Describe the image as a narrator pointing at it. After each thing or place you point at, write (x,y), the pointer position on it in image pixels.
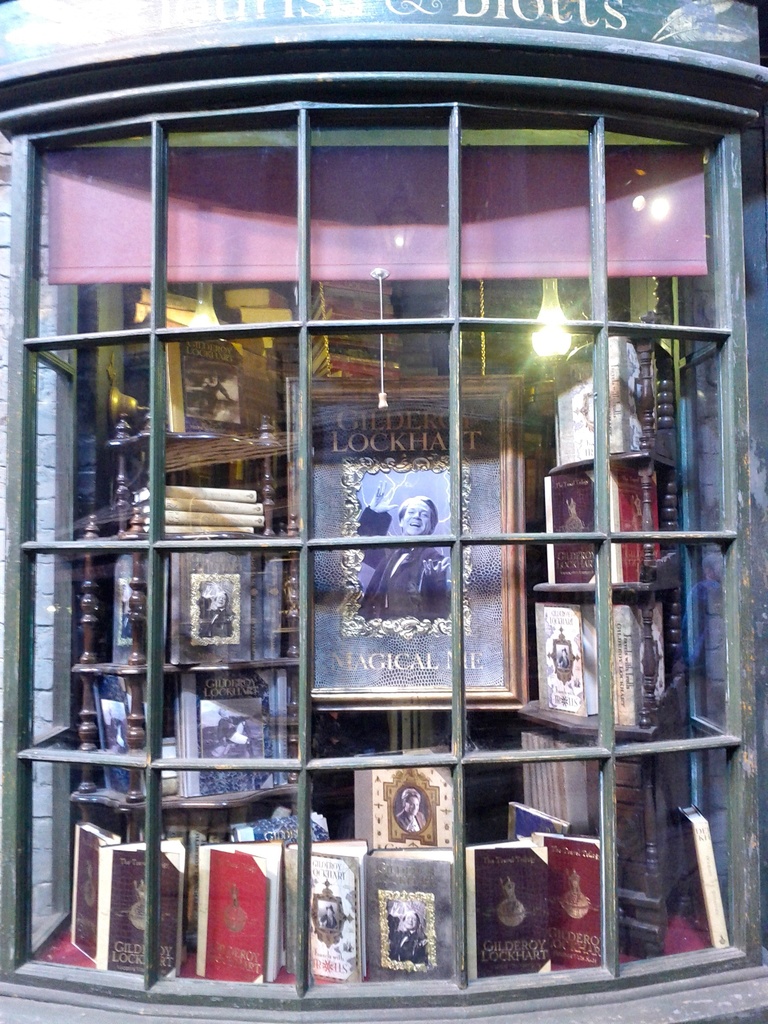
In this image, we can see a metal grills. In the background (557,435), we can see some books (582,569) and a photo frame (398,448).
